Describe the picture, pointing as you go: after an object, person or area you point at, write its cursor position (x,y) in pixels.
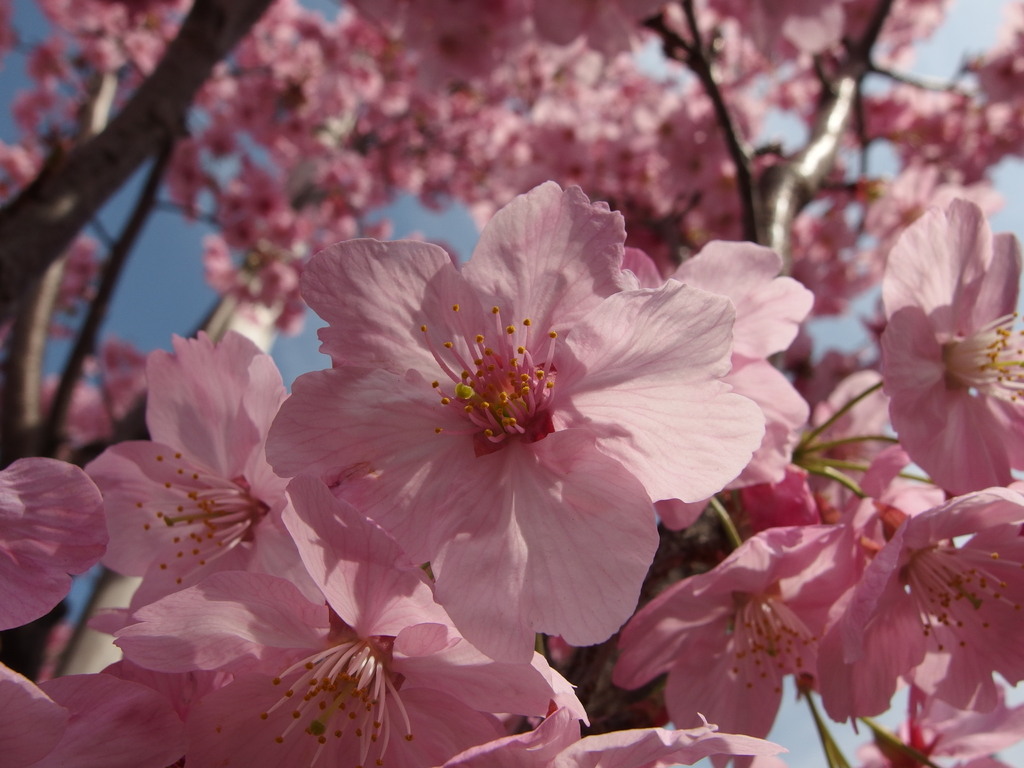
In this picture, we see plants (456,388). These plants (456,388) have flowers (406,507) which are pink in color.
